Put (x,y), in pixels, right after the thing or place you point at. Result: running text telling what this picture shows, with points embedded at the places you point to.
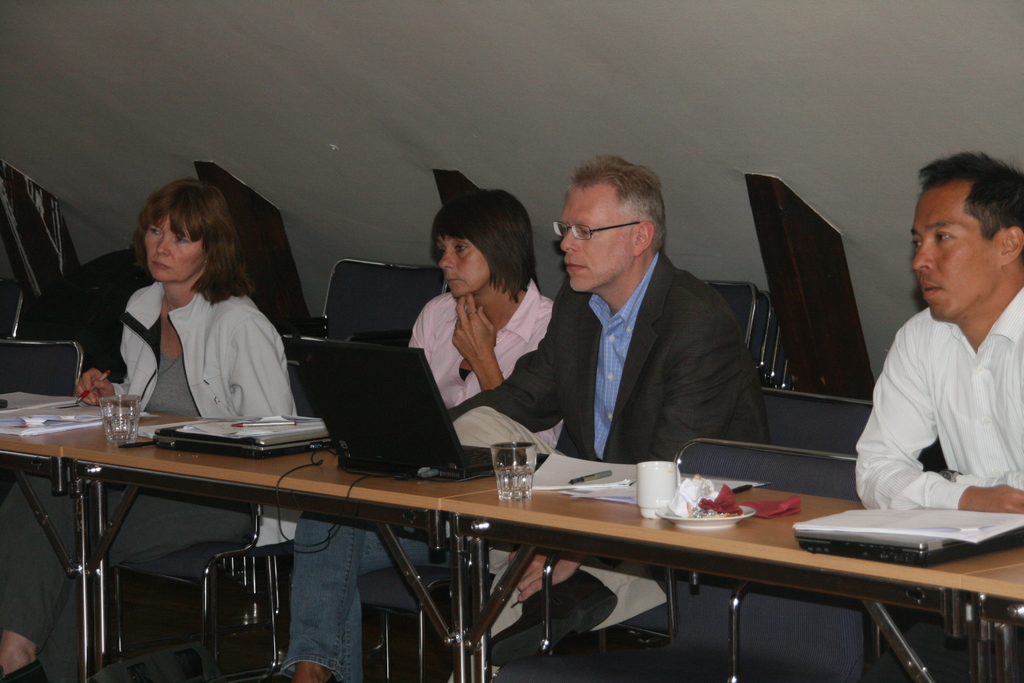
In this image in the center (426,329) there are some people (941,386) who are sitting on chairs (17,321), in front of them there is one table (784,521). On the table (914,569) there are some laptops (456,445), papers (581,472), cups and glasses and in the background (304,125) there is a wall (445,108) and some objects (248,270).
